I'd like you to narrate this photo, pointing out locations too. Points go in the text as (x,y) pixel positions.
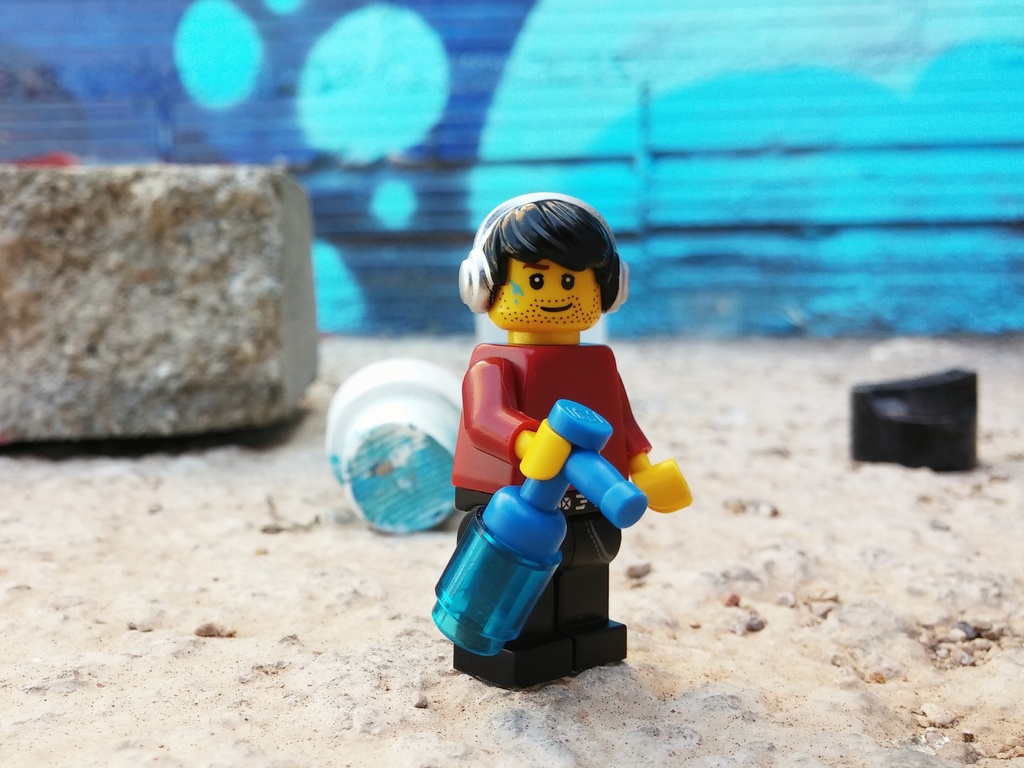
There is a toy (564,435) on the ground (679,669). In the back (258,283) there is a stone (218,295) and some other items (355,394) on the ground (838,489). In the background (599,113) there is a wall (634,99).
